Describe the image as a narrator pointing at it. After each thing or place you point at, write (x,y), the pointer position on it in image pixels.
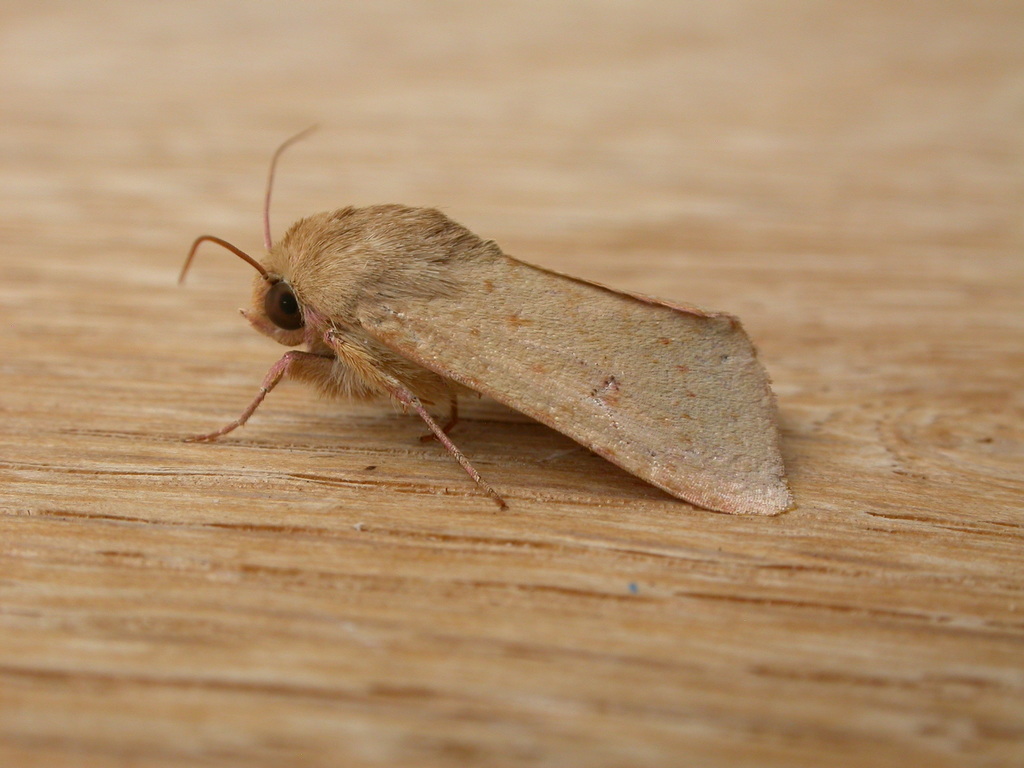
There is an insect (459,349) on a wooden surface (941,732).
